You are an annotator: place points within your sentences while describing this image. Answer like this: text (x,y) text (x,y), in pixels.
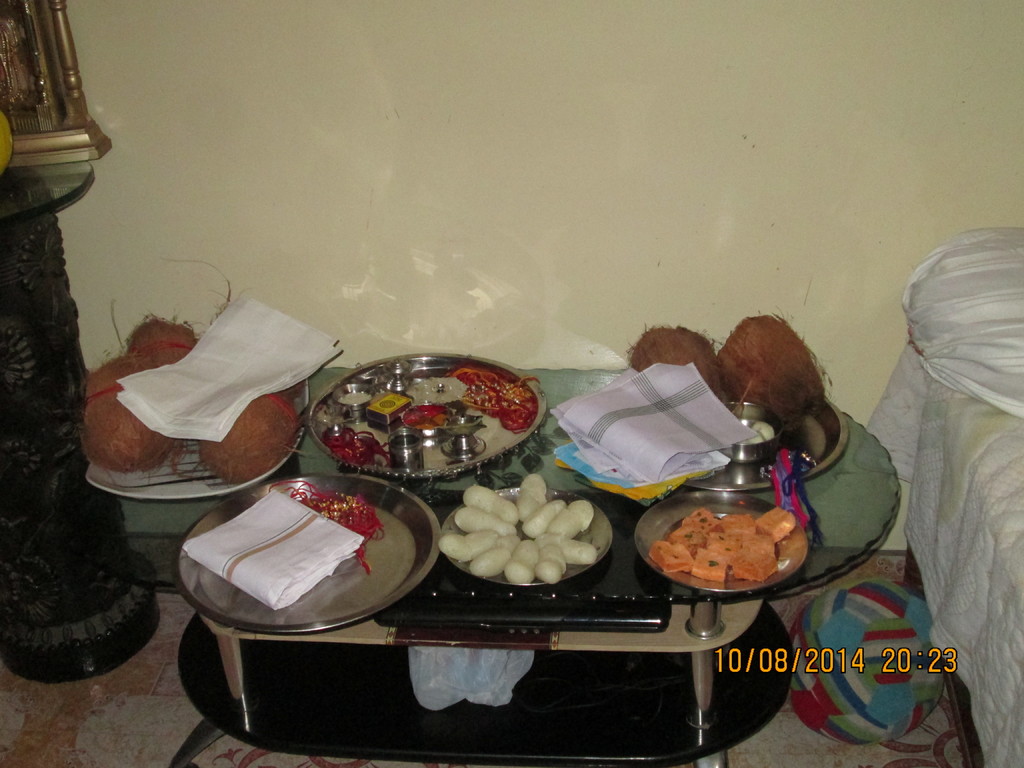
In the background (806,145) we can see the wall (735,115). In this picture we can see a table (764,609) and on a table (198,507) we can see plates (206,479), food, clothes (679,440), coconuts (748,355) and few objects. On the right side of the picture (806,718) we can see a ball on the floor (910,744). We can see few objects (944,606).
